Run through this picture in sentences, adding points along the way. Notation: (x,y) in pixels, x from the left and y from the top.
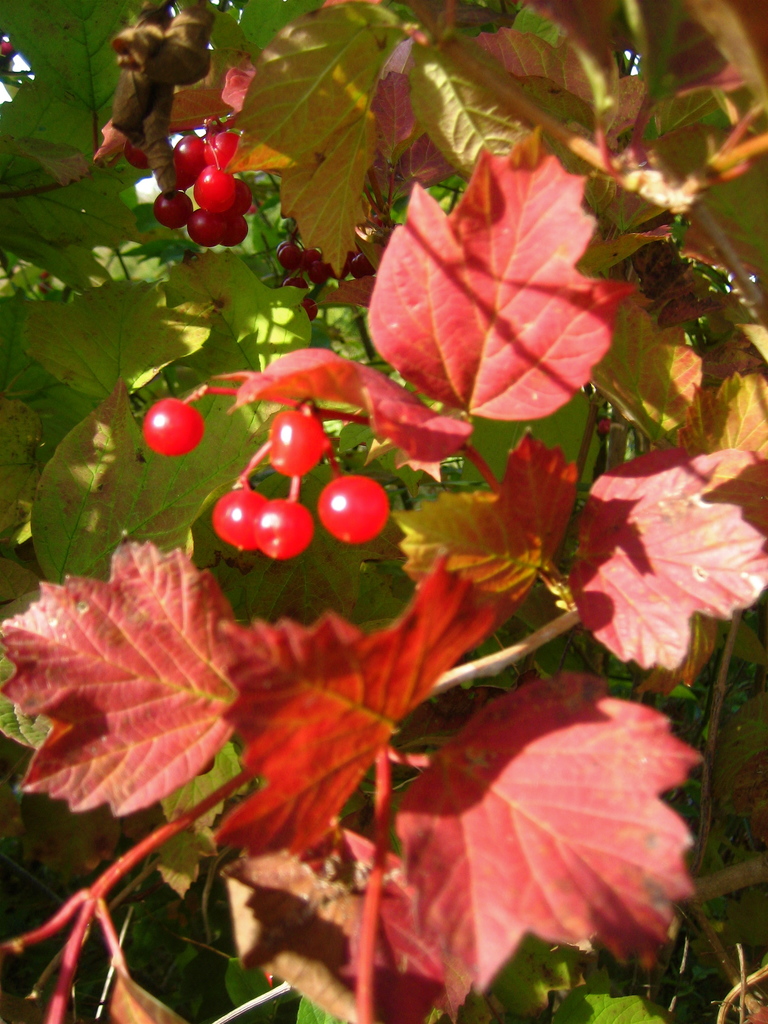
In this image there are few plants (387,614) having leaves (352,575) and fruits (245,515) to it.
